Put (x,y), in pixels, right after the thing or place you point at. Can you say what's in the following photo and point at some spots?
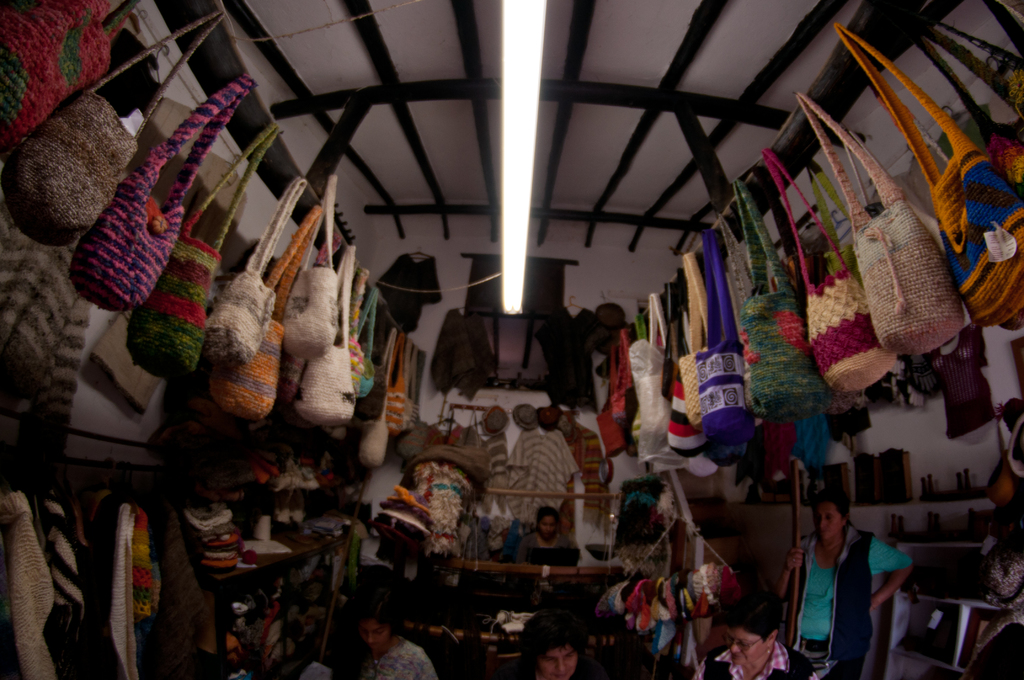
This image is taken in a shop (307,158) having few bags (267,347) hanged to the wooden trunks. Below it there are few clothes (175,524) are on the racks (233,589). Few persons (813,612) are there in the shop (500,657). A person (809,599) wearing a jacket (854,606) is holding a stick (796,599) in her hand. Top of image (535,121) there is a light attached to the roof (497,220).
